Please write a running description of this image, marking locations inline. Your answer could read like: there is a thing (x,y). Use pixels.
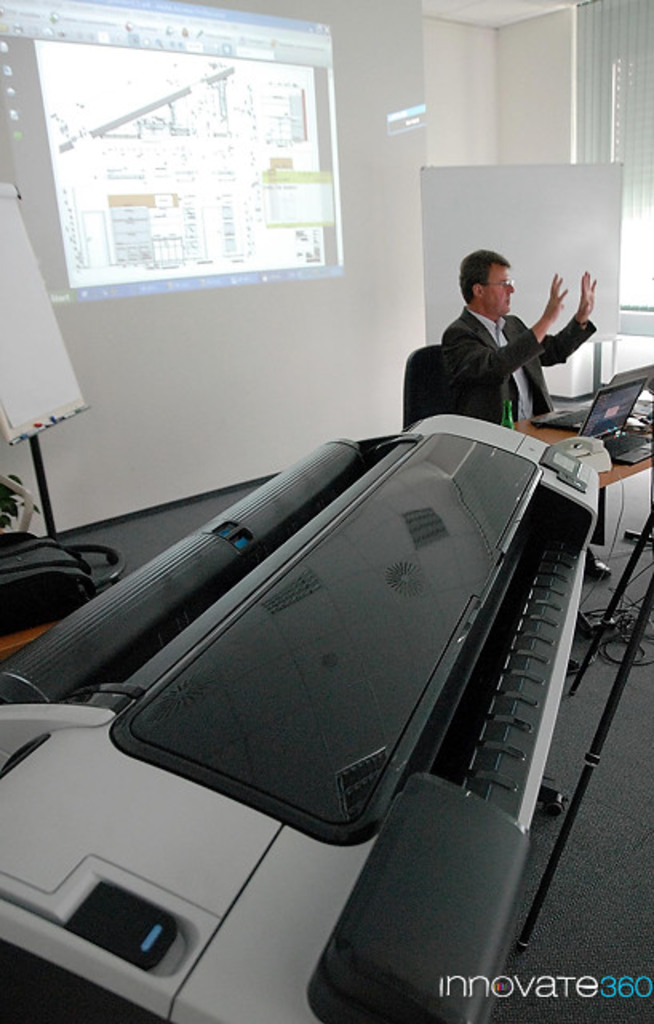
This picture shows a man (465,336) seated and speaking and we see a projector screen (315,156) and a machine (122,617) and we see a laptop (619,422) on the table (610,483).
